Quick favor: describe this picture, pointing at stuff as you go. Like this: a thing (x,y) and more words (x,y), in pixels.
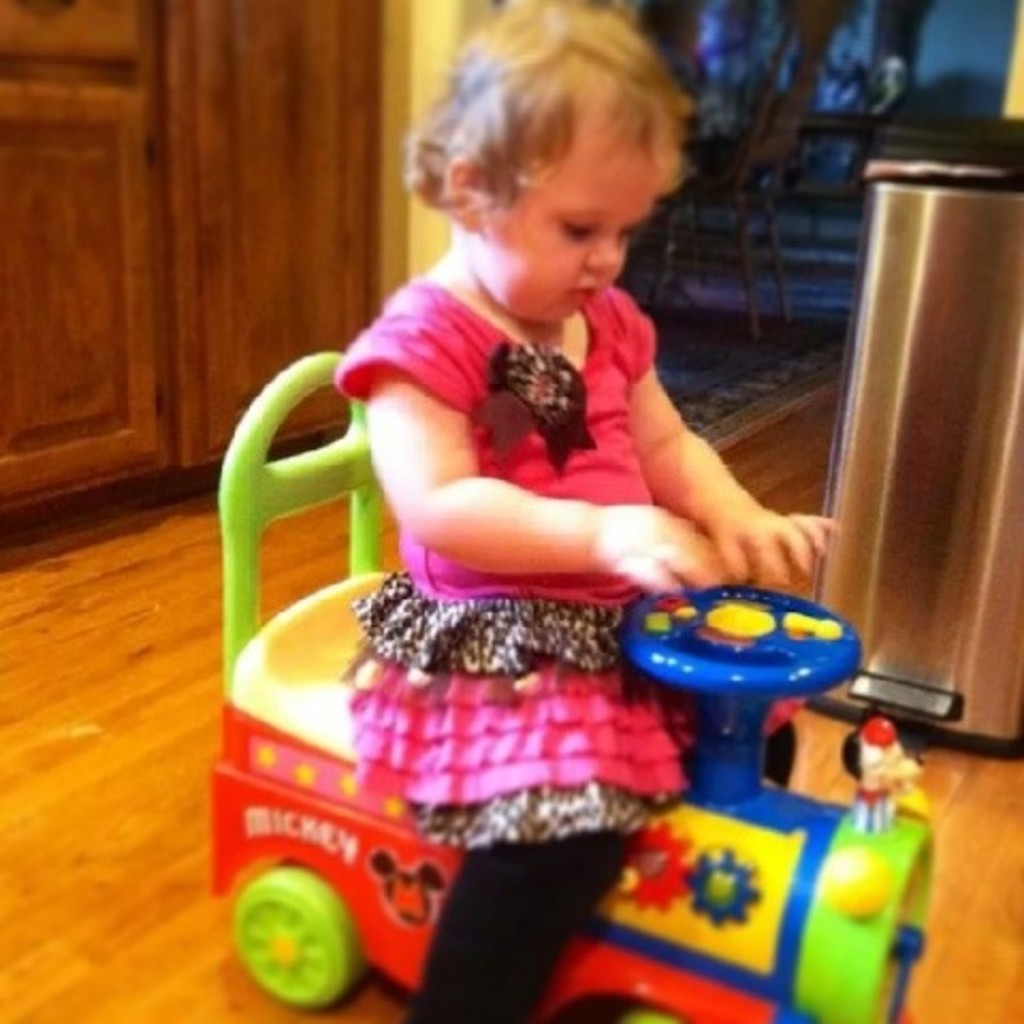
In the center of the image (620,524) there is a girl (497,681) sitting on a toy train (237,805). At the bottom of the image (129,872) there is a wooden flooring (138,850). In the background of the image (129,431) there is a wooden cupboard (279,195). To the right side of the image (844,479) there is a bin (998,534). There is a chair (820,18).
